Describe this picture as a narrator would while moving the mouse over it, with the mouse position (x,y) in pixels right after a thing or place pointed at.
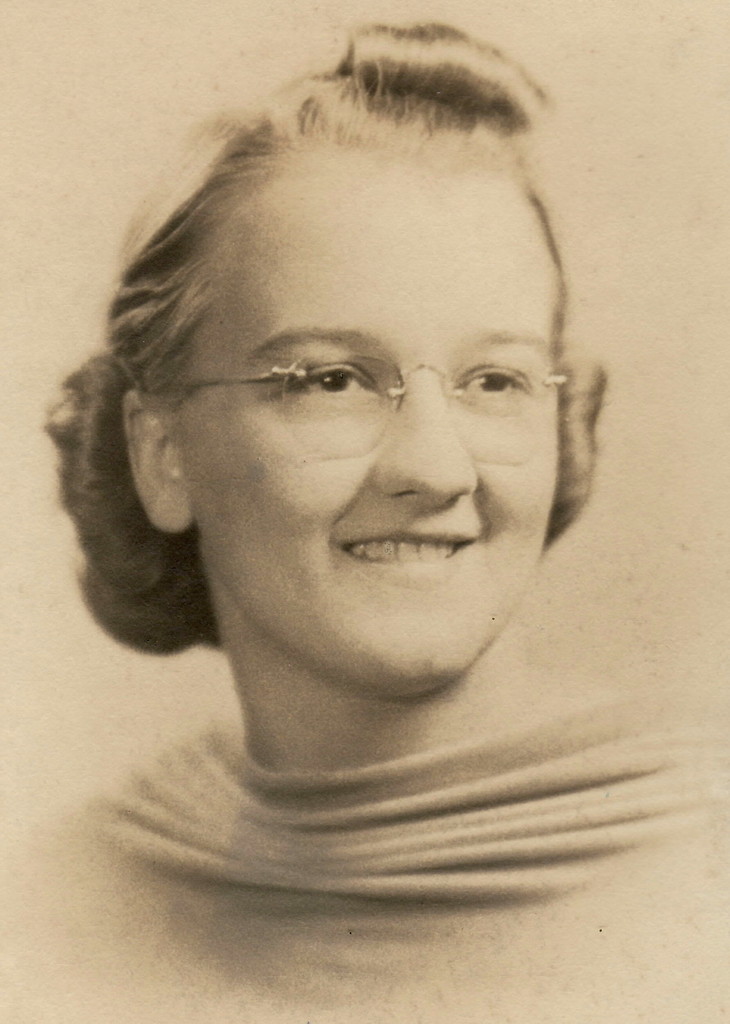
This picture is a black and white image. In this image we can see one woman (234,957) with spectacles (528,447).
